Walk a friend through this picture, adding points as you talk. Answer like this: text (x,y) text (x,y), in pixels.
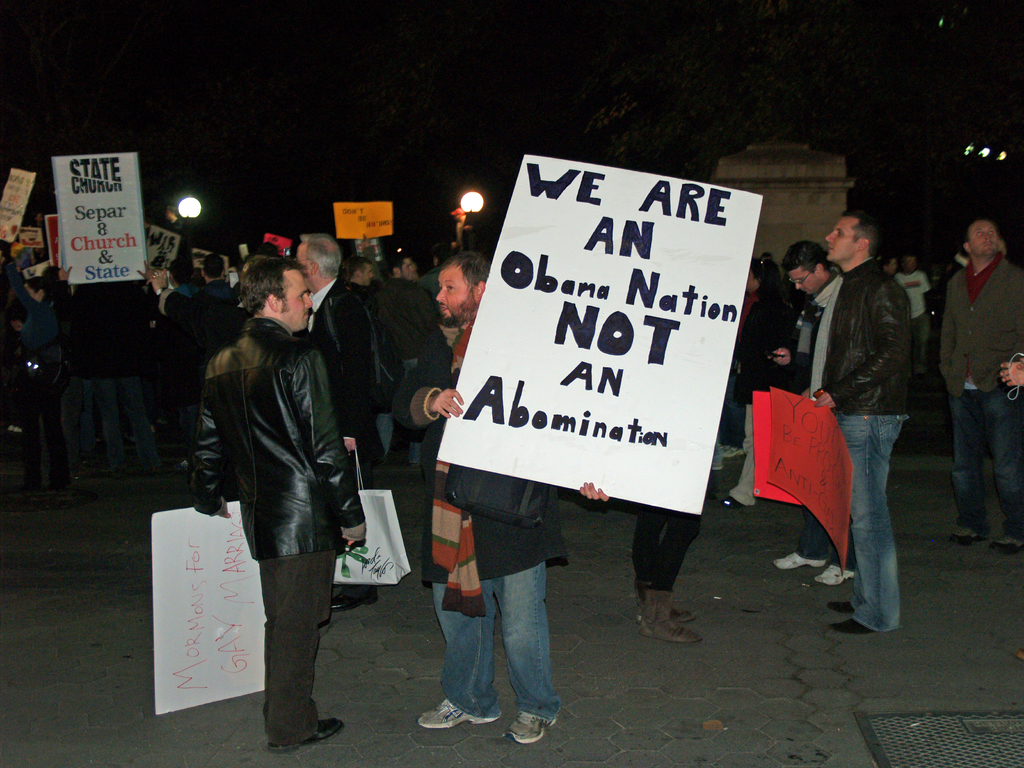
In this image there are few people (259,272) standing on the ground (87,512) by holding the placard (102,195). In the middle (442,385) there is a person (443,410) who is holding the big placard (467,383). On the right side (867,400) there is another person (829,379) who is standing on the floor (813,587) by holding the two placards (789,488). In the background (813,181) there is a wall (786,184).
